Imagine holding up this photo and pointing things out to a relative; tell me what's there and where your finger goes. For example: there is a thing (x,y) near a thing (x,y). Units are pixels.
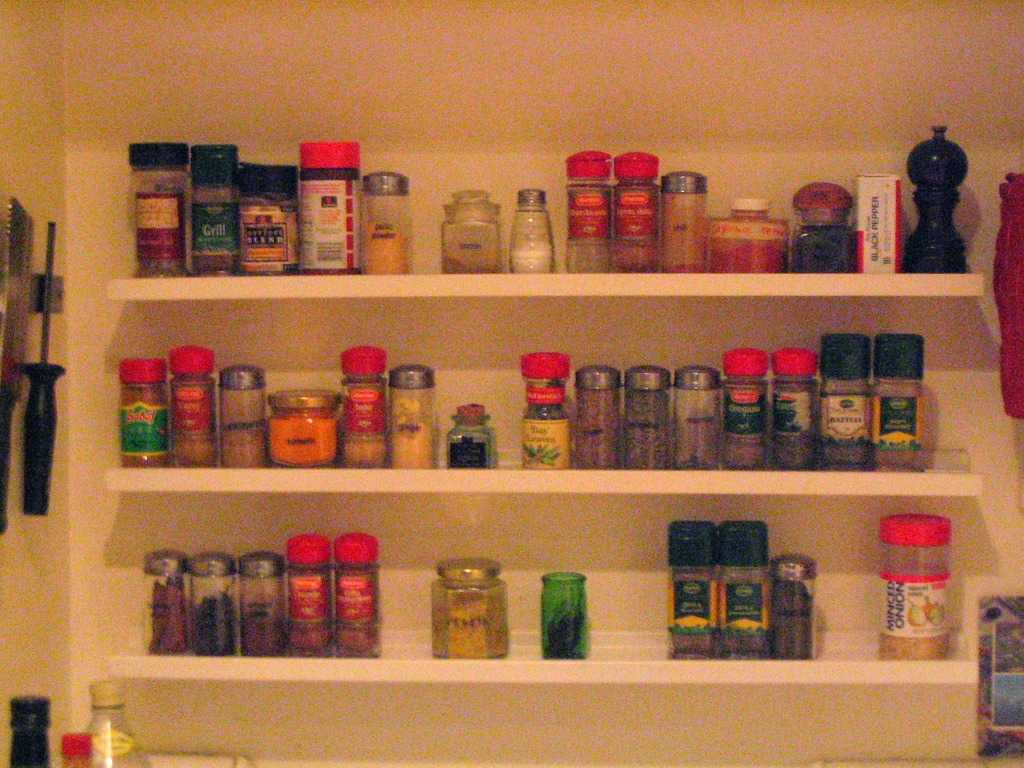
In this picture we can see containers (610,248) with different ingredients (784,460) in the shelves (269,676). Here at the bottom left corner of the picture (114,699) we can see bottles (77,737).
